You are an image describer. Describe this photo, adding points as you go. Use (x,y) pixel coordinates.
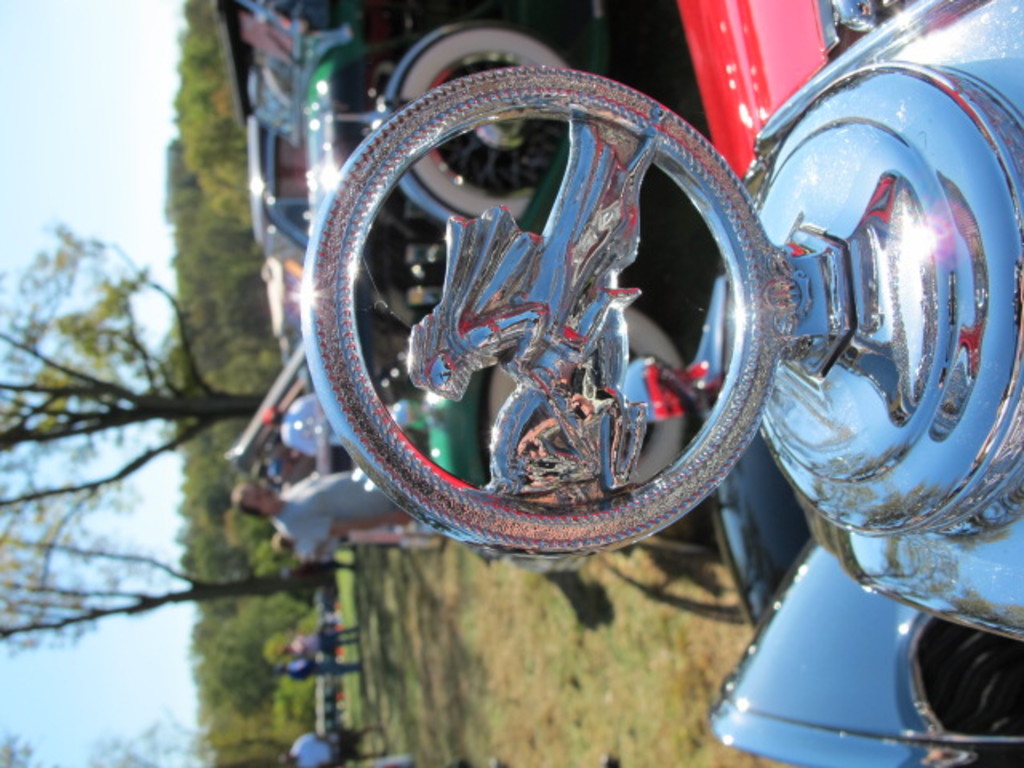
In this image there is a logo (541,423) on a vehicle (915,613). Behind there are few vehicles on the grassland (489,641). Bottom of the image (362,669) there are few persons (334,741) standing on the grass land (491,665). There are few trees (218,636). Left side (44,688) there is sky (102,462).
